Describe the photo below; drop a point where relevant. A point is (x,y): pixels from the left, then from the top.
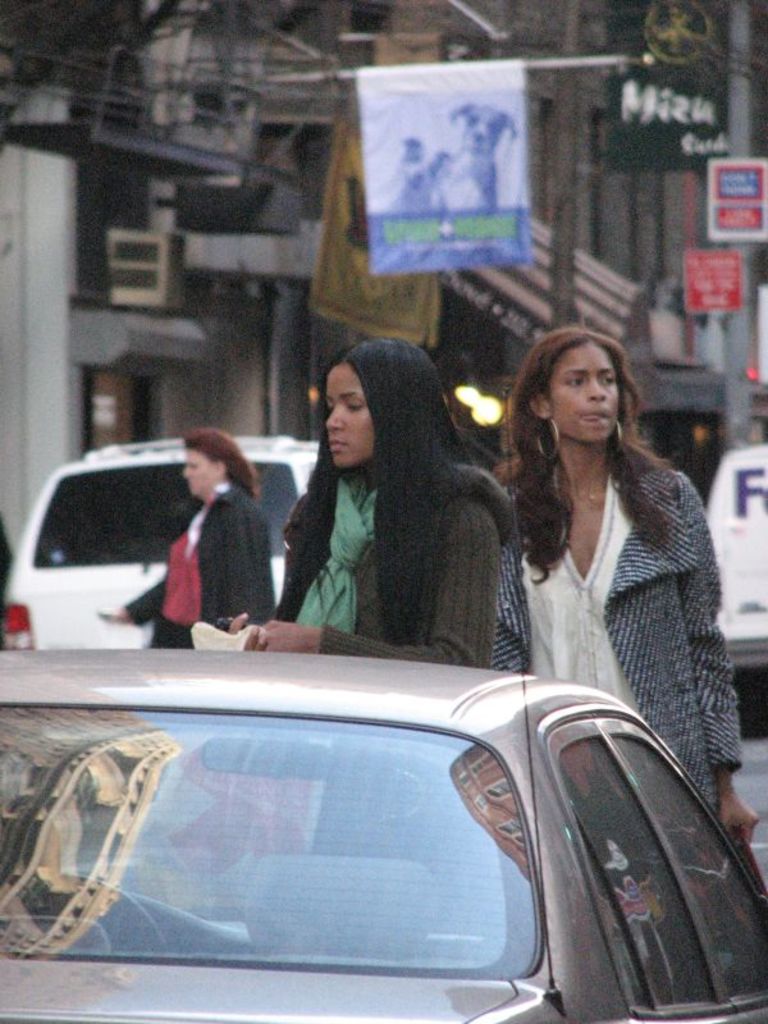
At the bottom of the image (422,745) there is a car (252,673). Behind the car (178,673) there are few ladies (224,492) standing and also there are few vehicles (299,488). In the background (670,282) there are buildings (93,201), posters (722,91) and poles (728,350) with sign boards (626,53) and flags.
